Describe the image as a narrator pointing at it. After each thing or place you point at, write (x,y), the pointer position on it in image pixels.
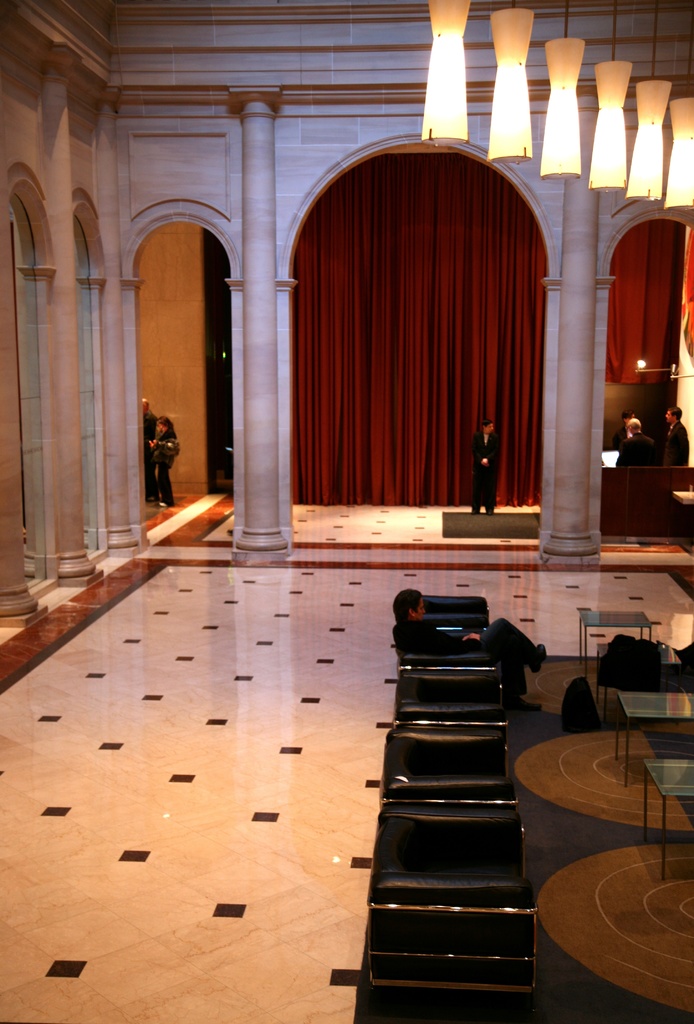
In this image i can see a man (479,641) sitting on a chair (479,660) there are few chairs (475,832) in front of him at the back ground (325,469) i can see a pillar (274,409), a curtain (393,298) at the top (445,66) i can see a light (454,70).
